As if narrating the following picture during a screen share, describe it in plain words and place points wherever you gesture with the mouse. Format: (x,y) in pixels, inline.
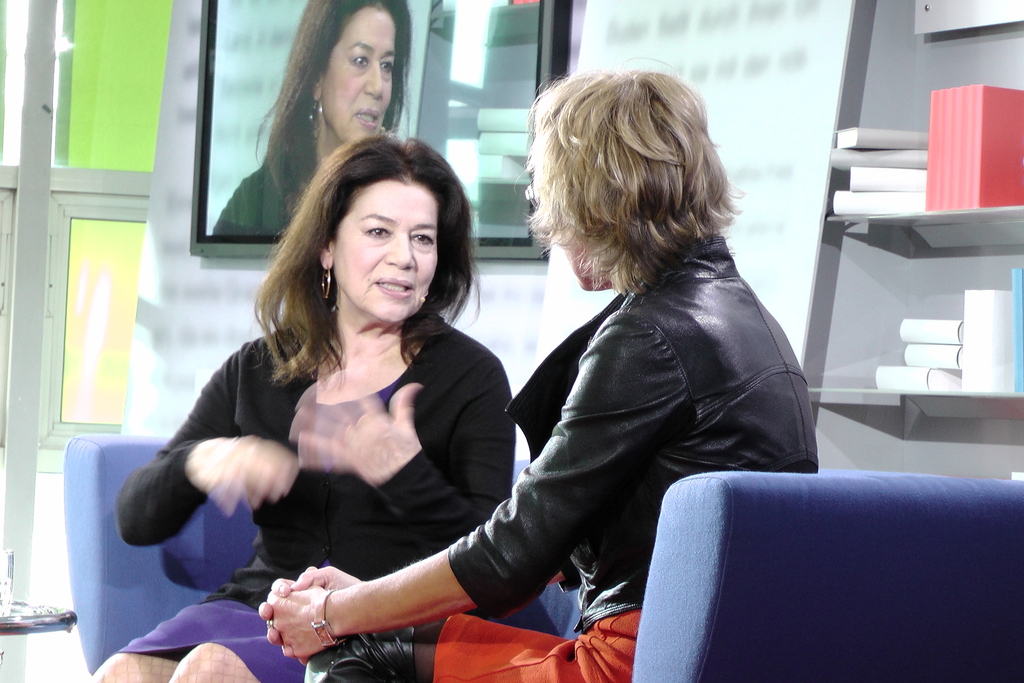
In this picture there are persons (387,506) sitting on the sofa (687,526) which is in the center (403,397). On the right side (917,175) there are objects (881,162) in the shelves (877,216) and there is a TV (407,83) on the wall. In the background (98,203) there is a window (119,217).
